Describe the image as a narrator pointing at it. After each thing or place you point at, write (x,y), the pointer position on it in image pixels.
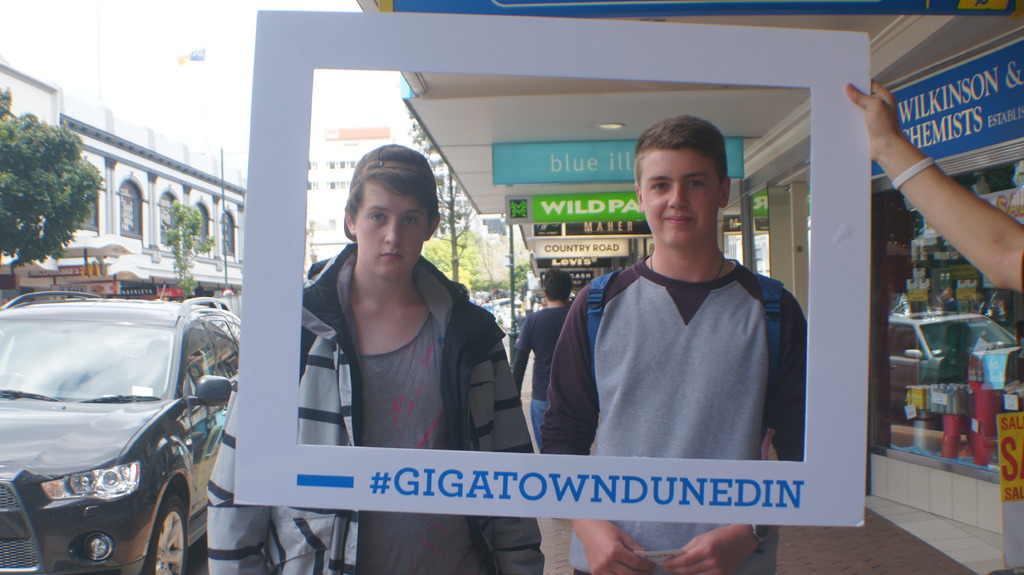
In this picture I can observe two boys (683,193). One of them is wearing a jacket (472,418). In front of them there is a white color frame (260,193). On the left side (111,399) there is a black color car (102,429) on the road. In the background (186,253) there are trees (82,190) and buildings (144,190). I can observe a sky (110,101).
